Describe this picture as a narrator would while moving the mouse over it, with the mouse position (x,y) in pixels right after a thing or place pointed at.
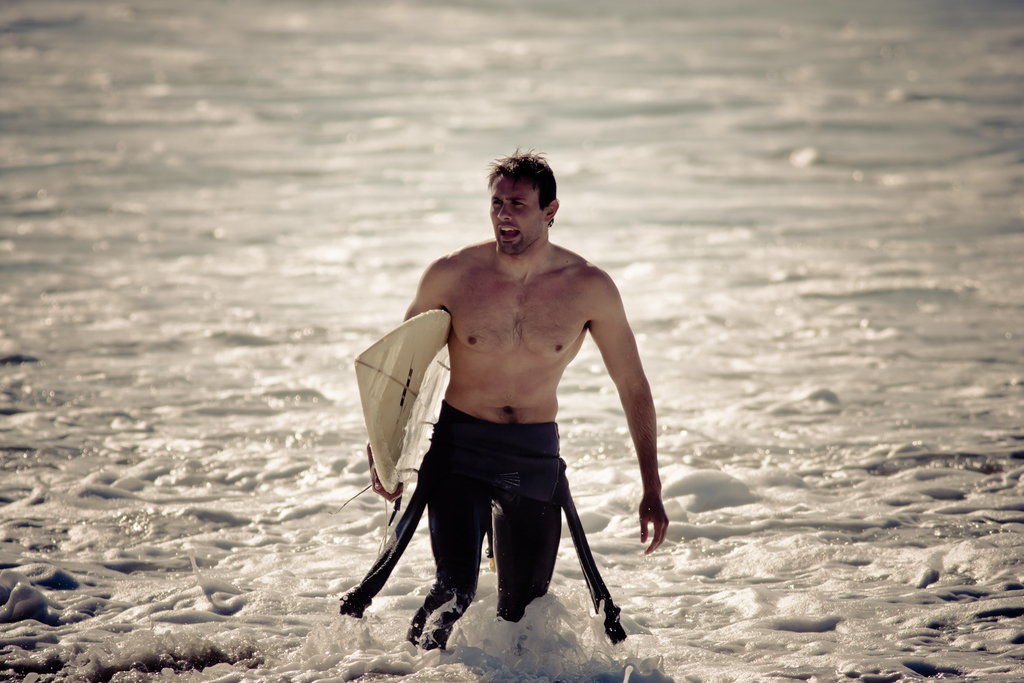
this picture shows a man (475,359) walking in the water (391,297) holding a surfboard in his hand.
